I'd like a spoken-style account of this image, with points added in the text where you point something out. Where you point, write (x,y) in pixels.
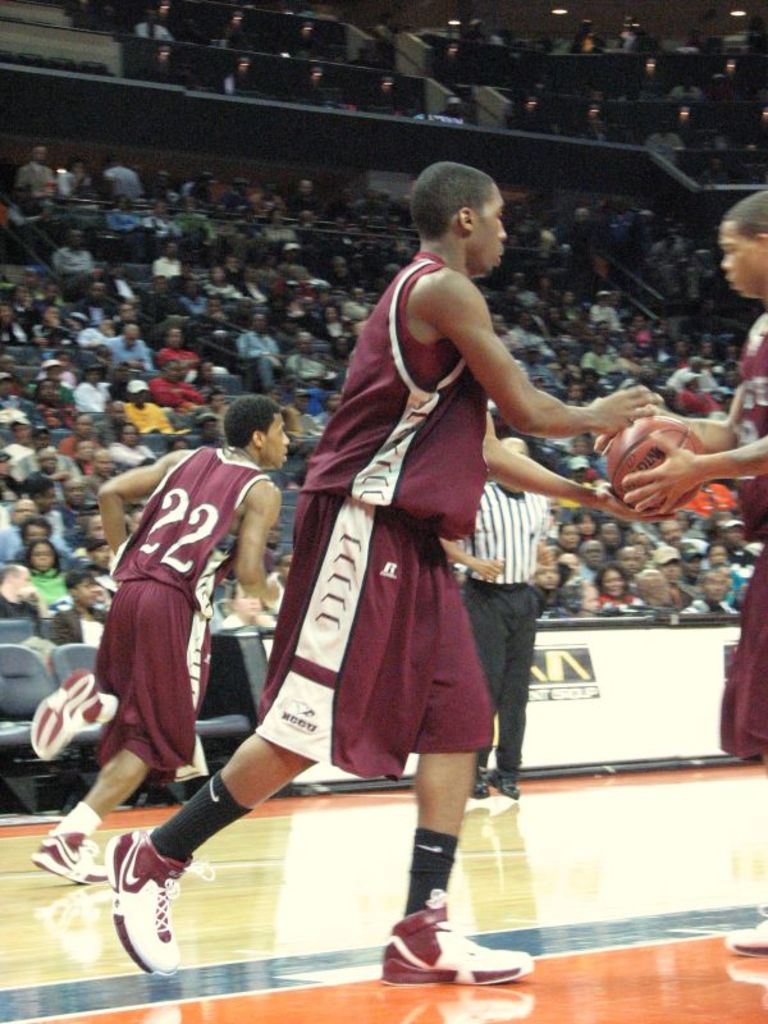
In this image we can see a basketball stadium (558,872). There are many people (260,230) sitting in the stadium (288,287) and watching the game. The players (416,615) are playing on the basketball court (458,846).
